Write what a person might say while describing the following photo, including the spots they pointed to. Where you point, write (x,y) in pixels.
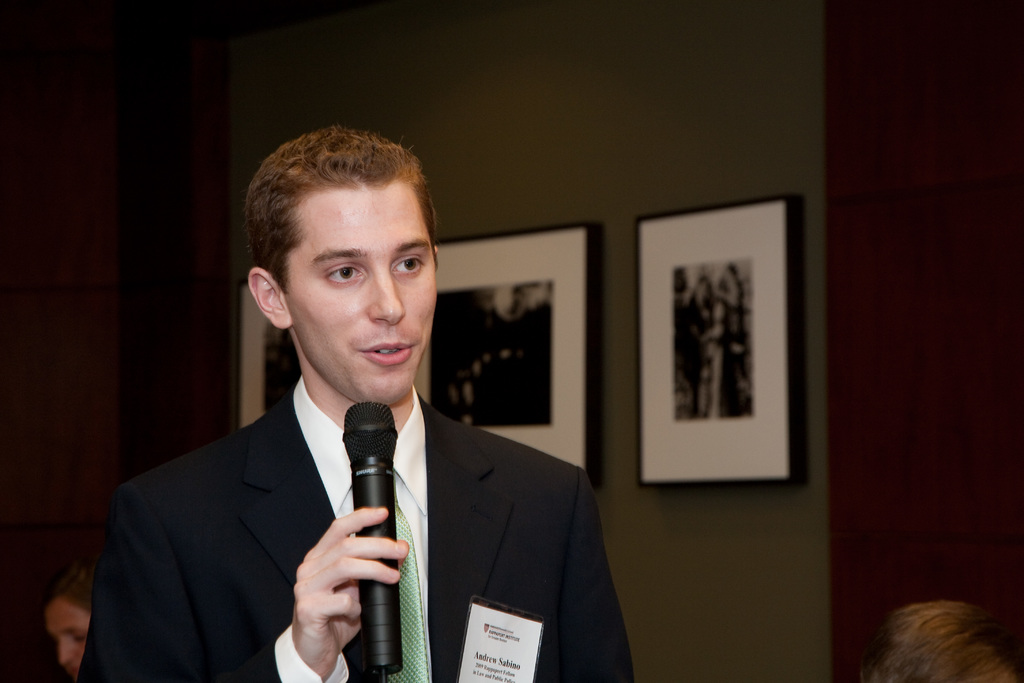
there is a man (257,216) standing in a room (56,512) is holding a microphone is speaking and behind them there are so many photo frames (703,248) on the wall (234,225).
